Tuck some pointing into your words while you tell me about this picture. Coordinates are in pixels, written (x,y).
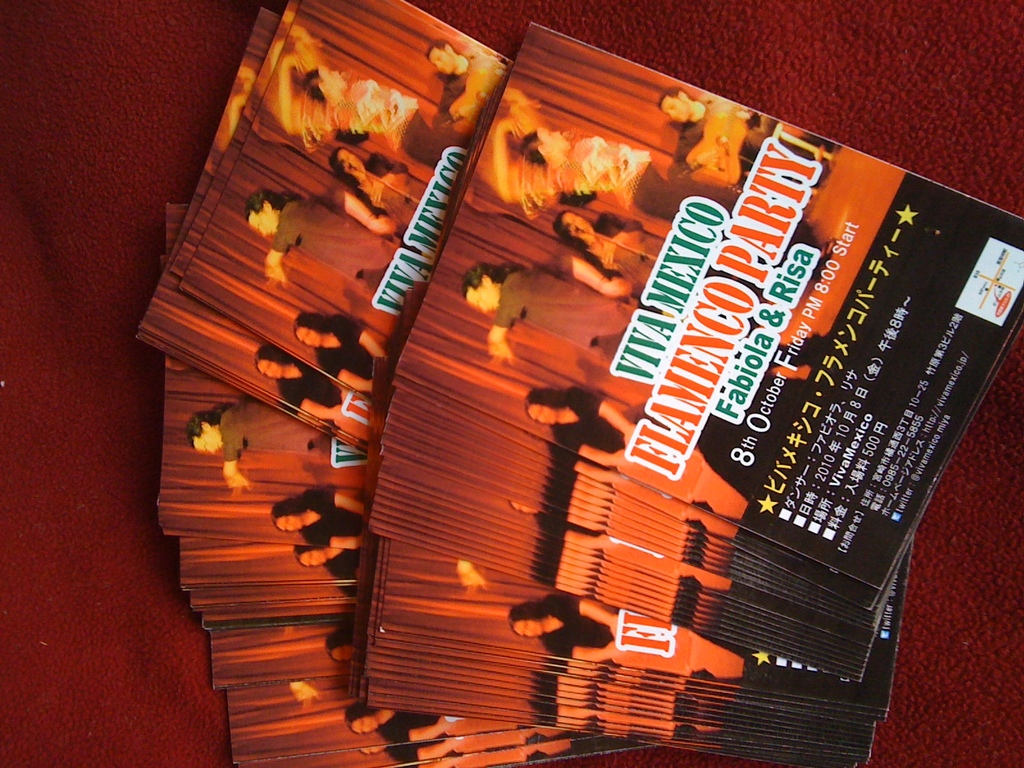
In the image there is a collection of flyers (506,392) kept on a maroon cloth (145,36), there are some images (550,295) and texts (714,345) on the front of the flyers (664,388).
